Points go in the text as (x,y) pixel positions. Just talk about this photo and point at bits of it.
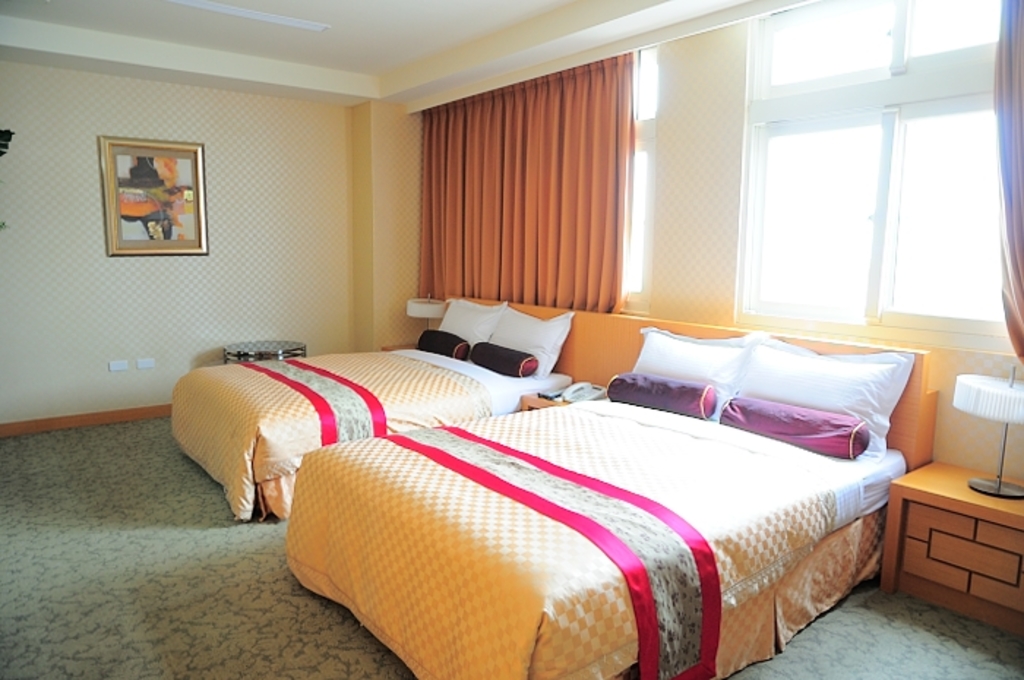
In the given picture, I can see a room (653,39), a curtain (554,150), and a windows (867,150) two beds (455,363), four pillows (839,422) and another white color pillows (560,347) and i can see a wall (106,388) and i can see a mat (121,543), two switch boards (137,363).
